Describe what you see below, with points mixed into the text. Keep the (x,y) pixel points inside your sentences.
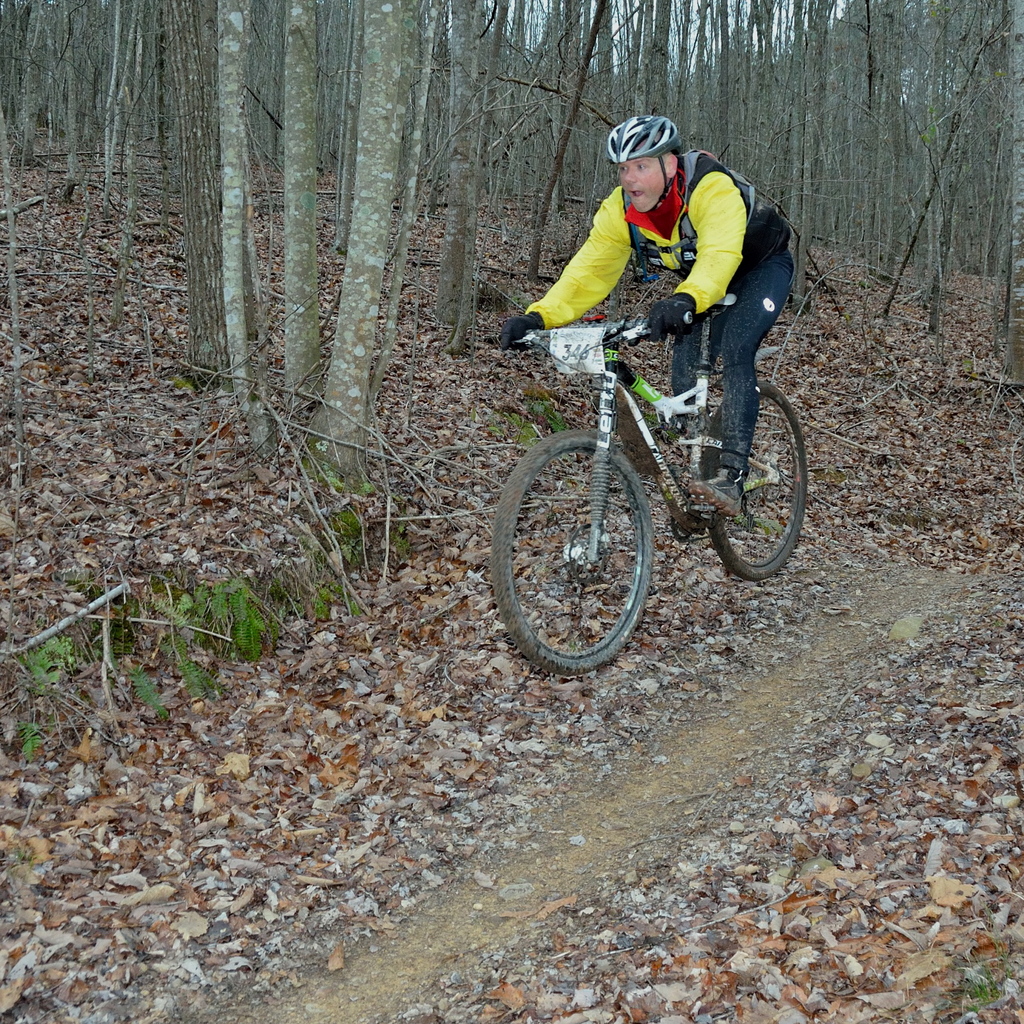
In this image I see a man (704,212) who is on this cycle (706,426) and I see numbers (573,347) on this paper (582,353) and I see the path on which there are number of leaves (586,385). In the background (242,288) I see number of trees (602,189).
